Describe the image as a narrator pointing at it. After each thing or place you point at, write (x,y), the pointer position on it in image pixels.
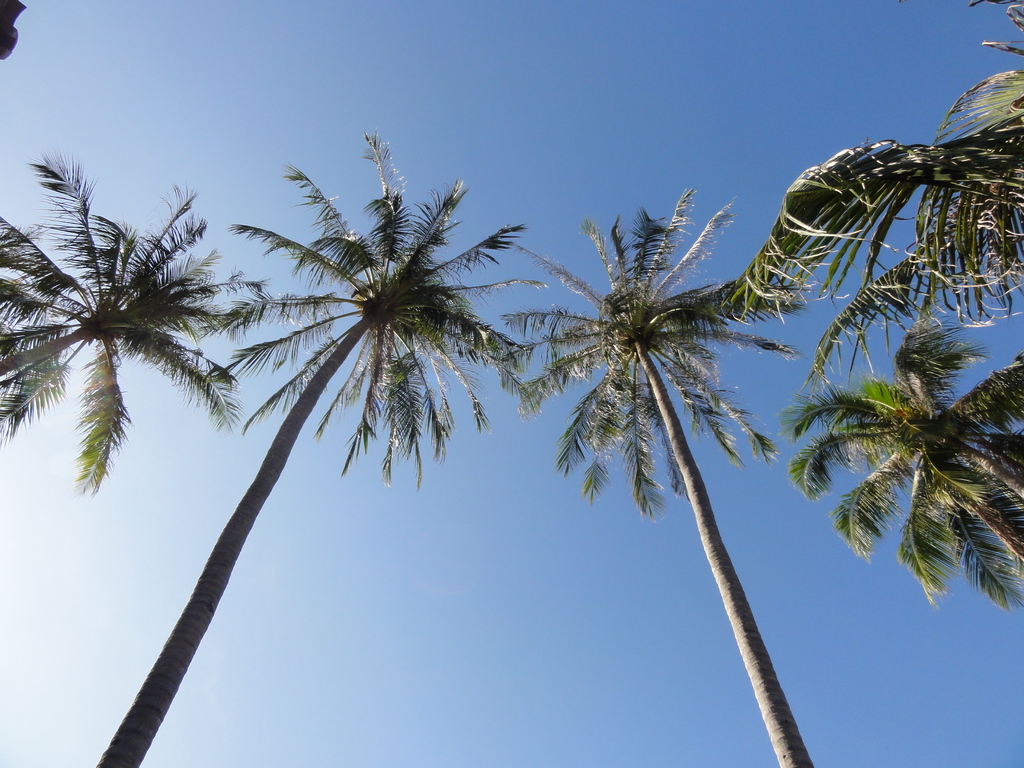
Here in this picture we can see trees (392,333) present all over there.
